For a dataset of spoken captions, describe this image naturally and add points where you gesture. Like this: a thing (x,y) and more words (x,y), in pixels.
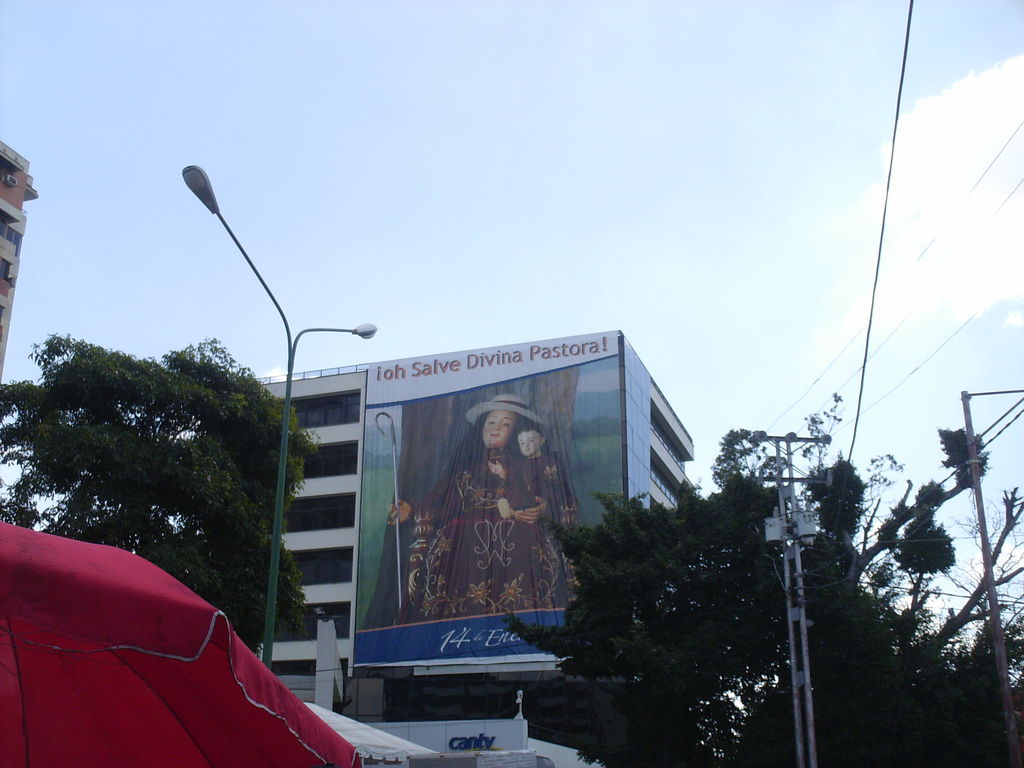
In this image I can see light poles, trees (133,498) and buildings (314,483). We can see a banner (527,512) is attached to the building (337,409). I can see current pole (803,477) and wires (926,359). The sky (526,170) is white and blue color. In front (77,574) I can see red color umbrella (157,593).
